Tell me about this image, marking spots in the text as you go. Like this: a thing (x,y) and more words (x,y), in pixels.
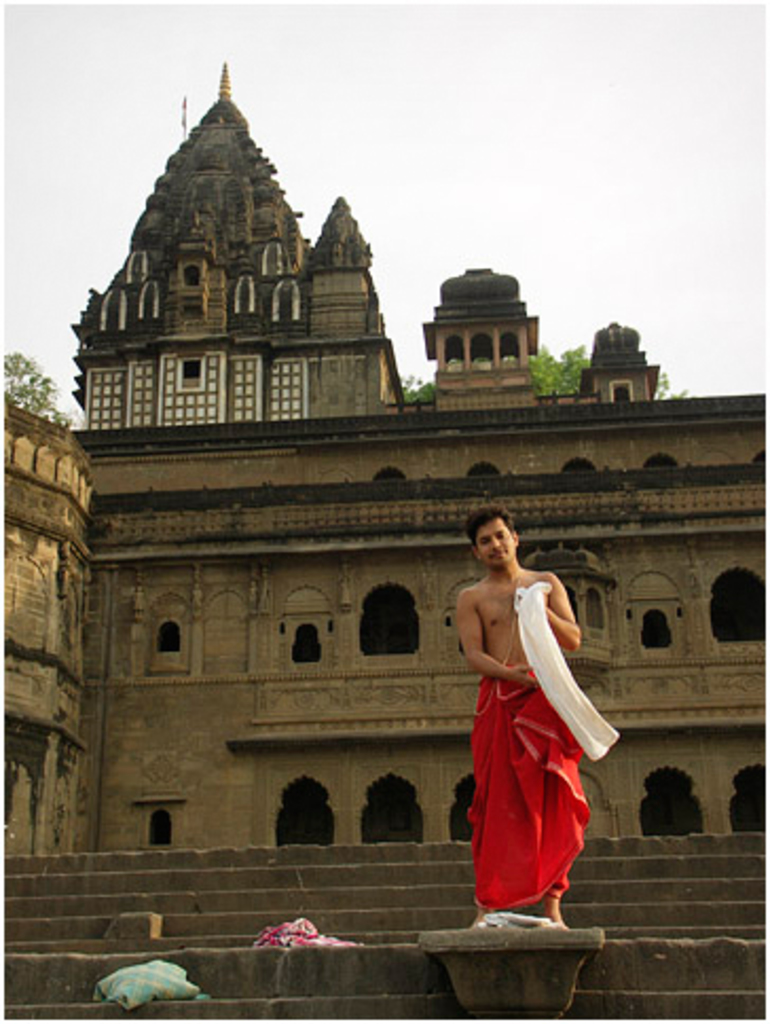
In this image we can see a person (506,801) wearing red color lungi (489,795) standing on the stairs (707,891) and at the background of the image (372,569) there is ancient temple (313,450) and trees (423,395).
